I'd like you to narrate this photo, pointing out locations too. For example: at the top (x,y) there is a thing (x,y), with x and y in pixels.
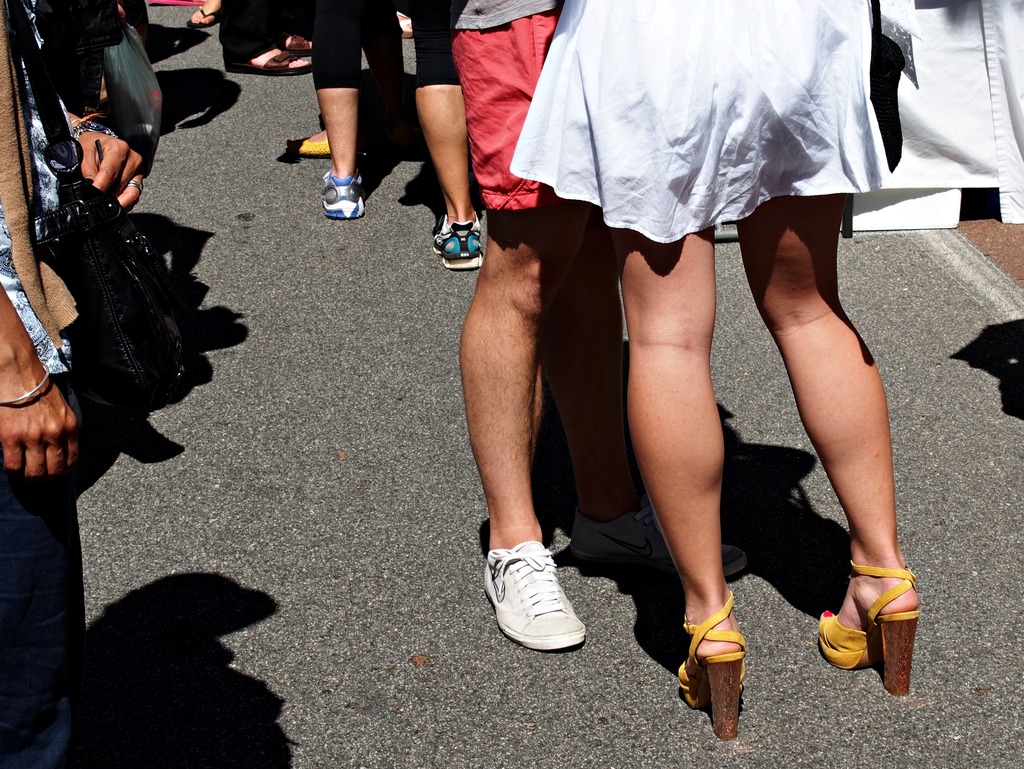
In this image we can see group of people (536,100) standing on road (573,583). One woman (818,159) is wearing white dress (756,155) with yellow shoes (720,658).
